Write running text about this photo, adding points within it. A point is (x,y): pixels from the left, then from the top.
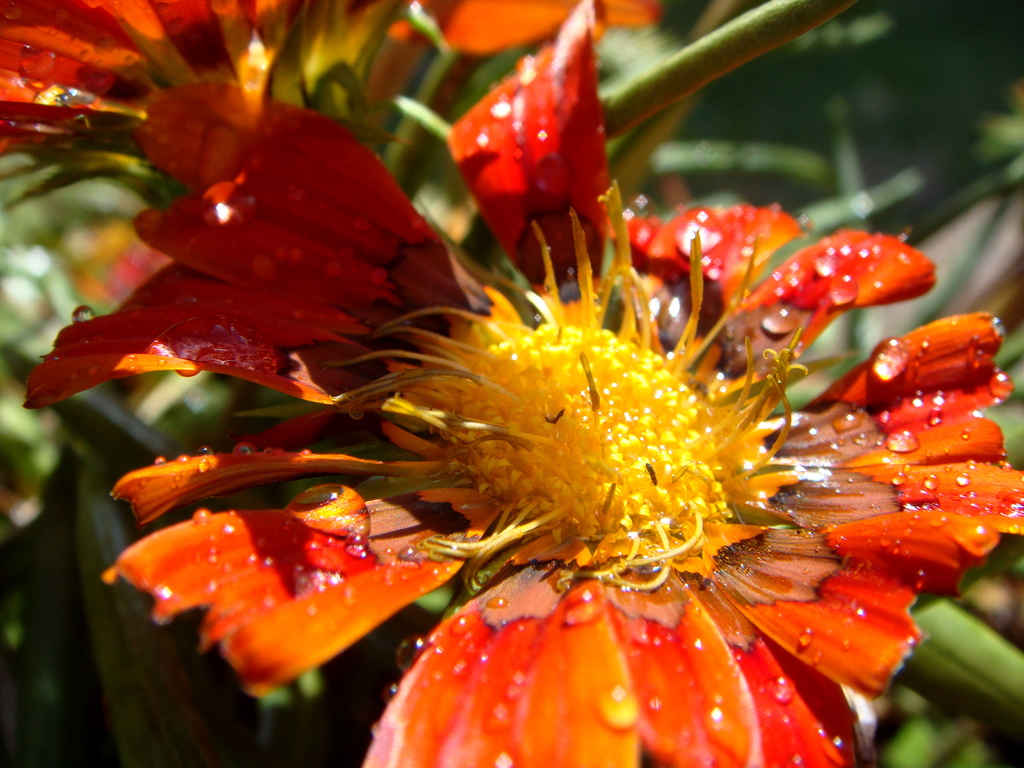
In this image I can see red color flowers (313,202).
